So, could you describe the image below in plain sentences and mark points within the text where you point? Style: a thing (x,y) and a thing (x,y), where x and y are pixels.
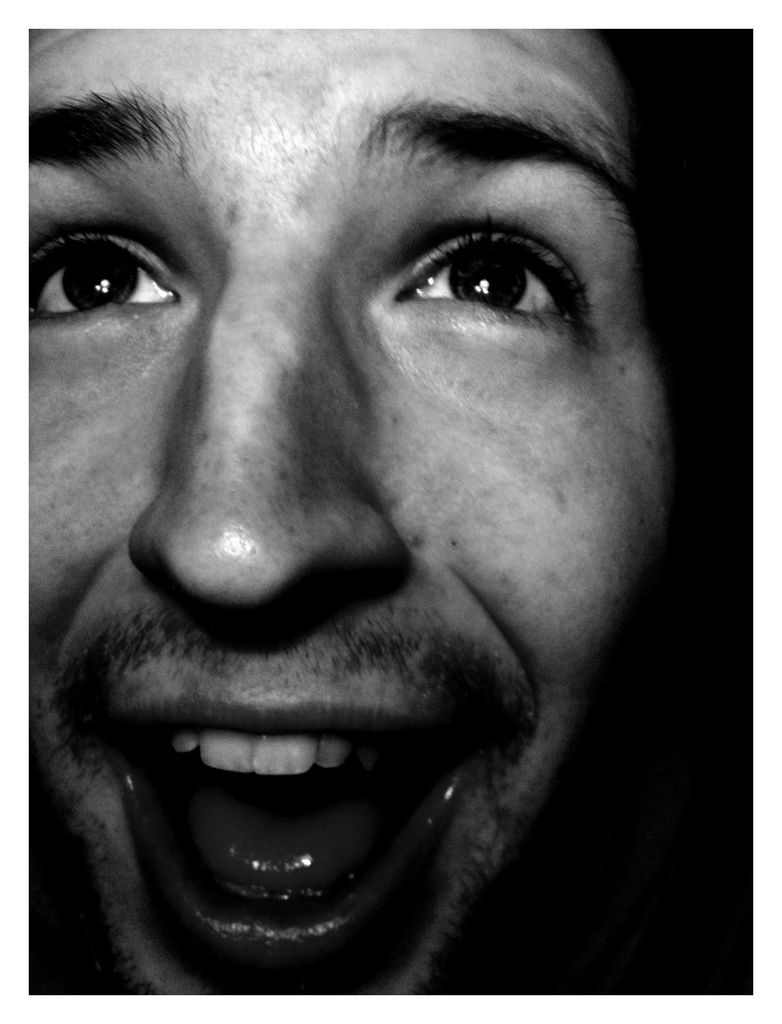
The picture consists of a man (179,628) smiling. On the right (683,212) it is dark.
